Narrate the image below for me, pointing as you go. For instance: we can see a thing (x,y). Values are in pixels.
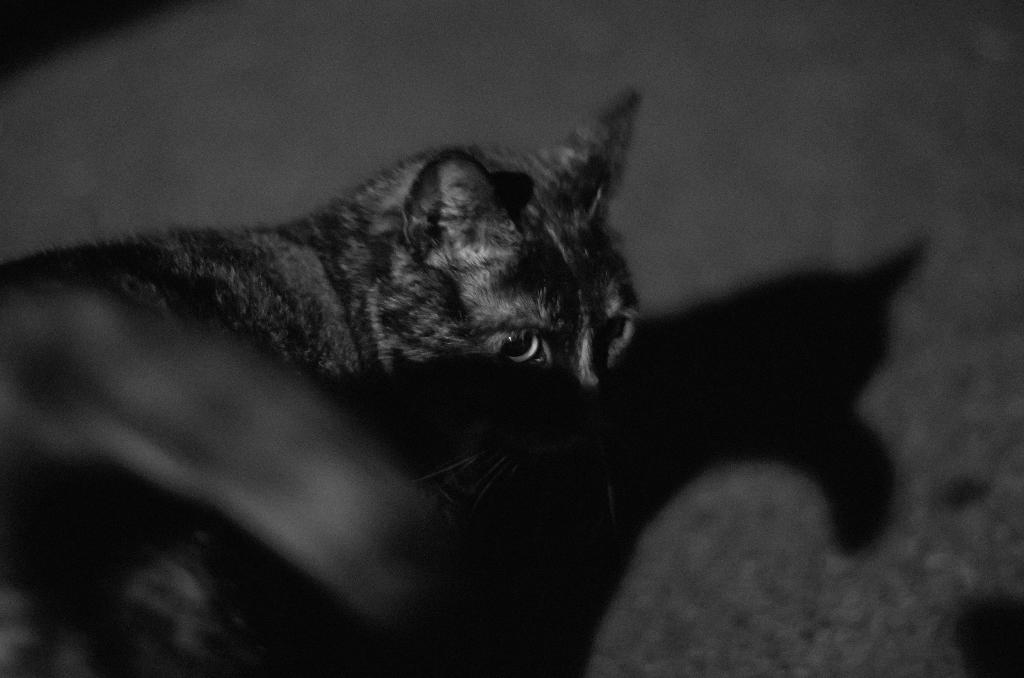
It is the black and white image in which there is a cat (373,378).
